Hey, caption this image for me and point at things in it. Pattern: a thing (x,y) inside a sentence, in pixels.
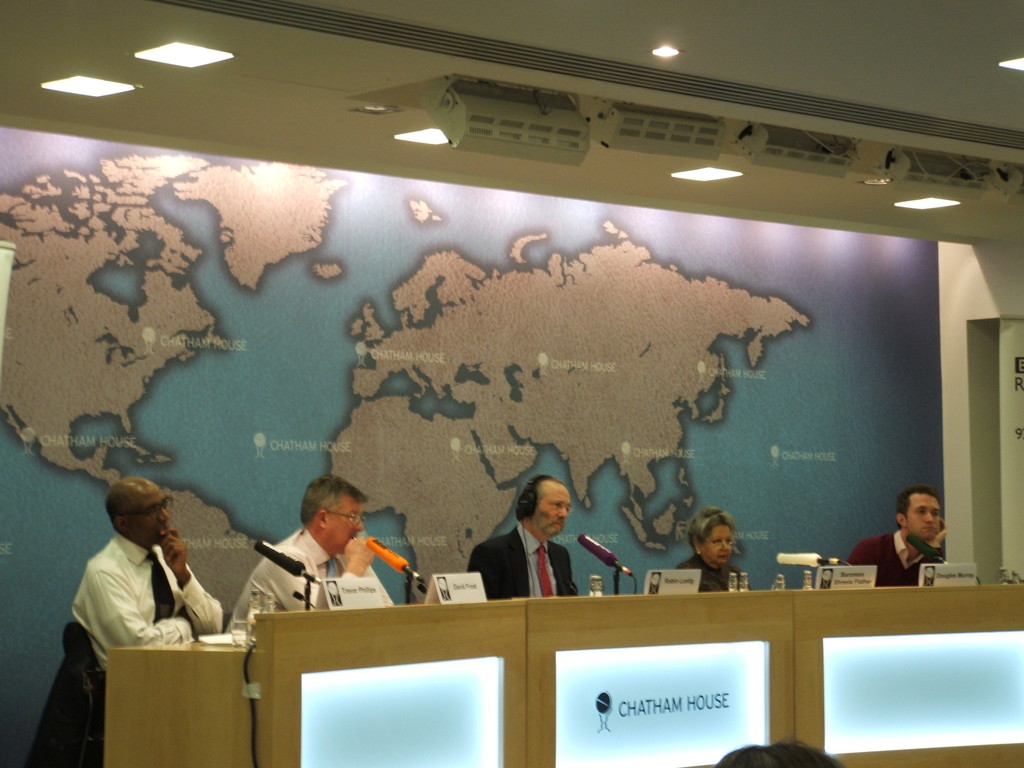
This picture describes about group of people (473,554), they are seated on the chairs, in front of them we can find few microphones (290,563), name boards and other things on the table (491,615), and also we can see few lights (89,94).
